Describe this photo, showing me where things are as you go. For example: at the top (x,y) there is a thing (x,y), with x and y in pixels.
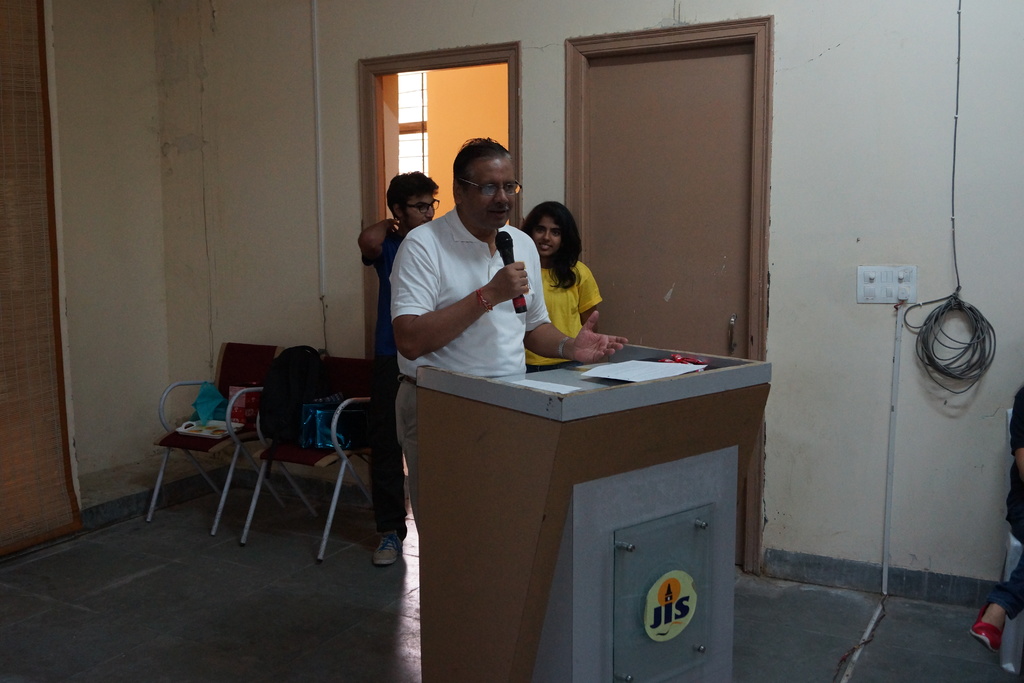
There is a man (449,225) standing in the centre of the image (488,322). He is speaking at a podium (575,430) holding the mic (510,252). He wears white T shirt (434,275) and has spectacles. There is a girl (560,229) behind him wearing yellow T shirt (568,300). Beside her a boy (430,197) is in blue T shirt (384,249) and denim pant (378,412) wearing casual shoes (386,538). There are two chairs (354,456) beside the boy (394,240). There is a bag (317,396) in a chair (338,403). There is a door (620,129) closed.
